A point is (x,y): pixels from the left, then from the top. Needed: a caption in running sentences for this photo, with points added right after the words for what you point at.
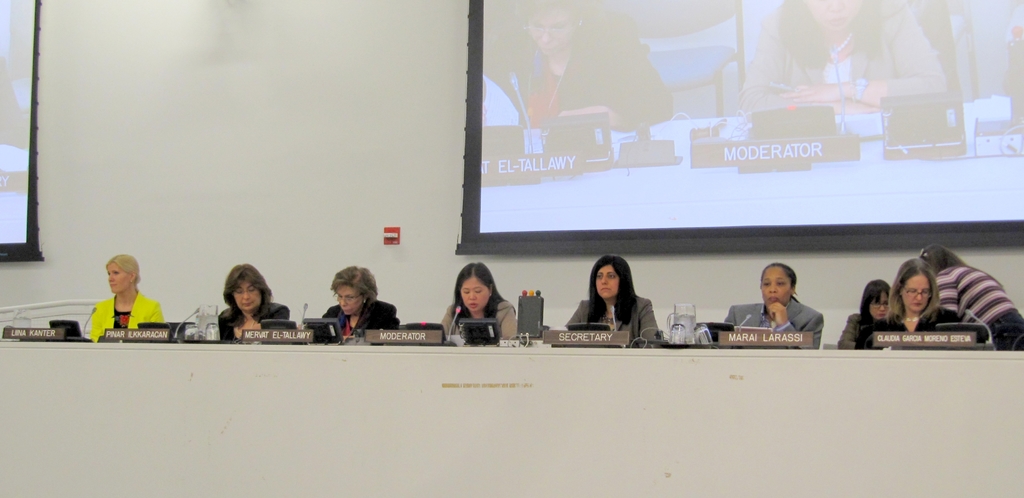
In the center of the image (344,321) we can see a group of people (124,275) sitting. One person (980,300) is standing. In the foreground of the image (953,352) we can see some boards (768,336) with text (403,340), a jar (687,312), glasses (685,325), devices (151,327) and microphones (83,327) are placed on the table (551,386). In the left (21,80) and right side of the image (874,117) we can see screens (695,148) on the wall (434,228). In the background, we can see a box (393,232).
